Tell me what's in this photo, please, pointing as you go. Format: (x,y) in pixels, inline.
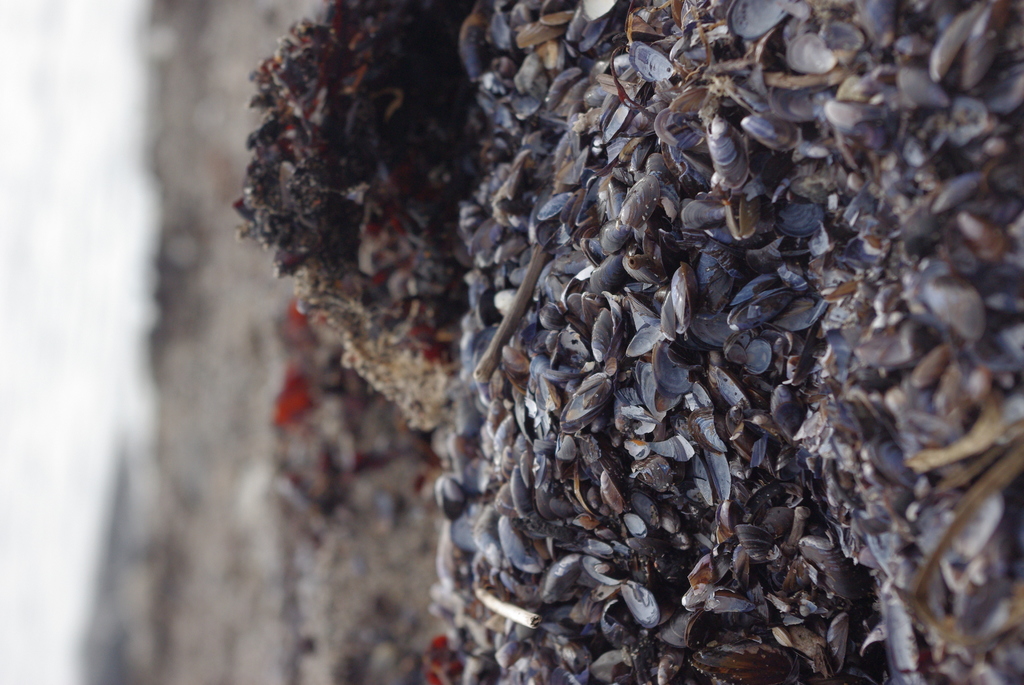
In this picture there are mussel shells (637,305) on the right side of the image (915,224).
